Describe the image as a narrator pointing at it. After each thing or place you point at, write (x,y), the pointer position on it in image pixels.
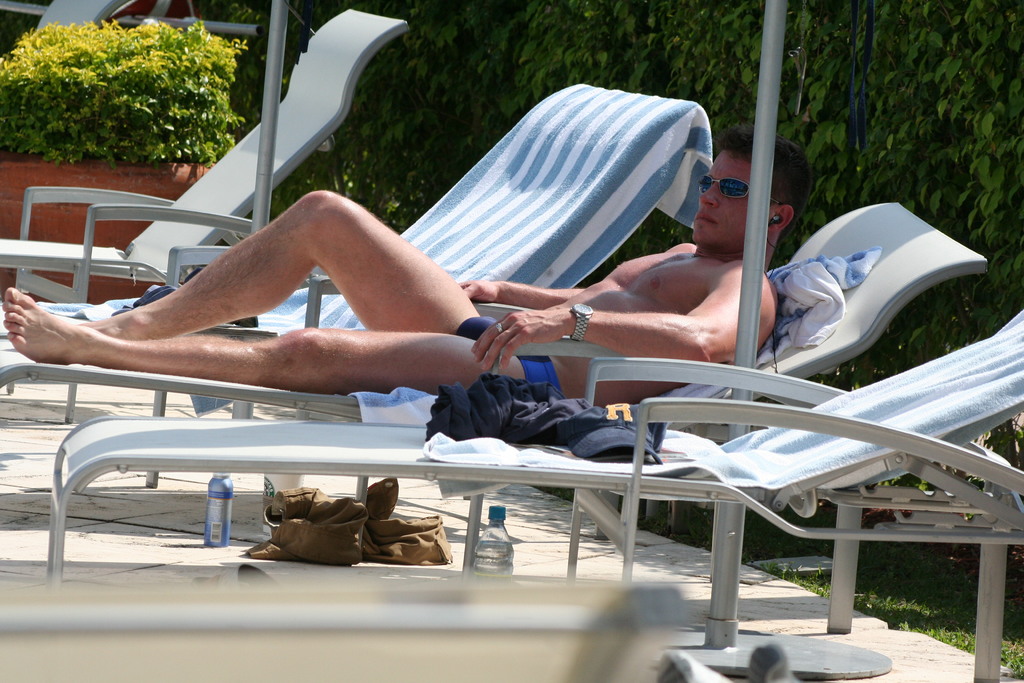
In front of the image there is a beach chair (270,458) with a cloth (541,429) and a cap (622,432). Below the beach chair (467,545) there are bottles (486,538) and also there are few things (281,539) on the floor (410,490). There is a man (719,207) lying on the beach chair (625,363). Beside him there are two beach chairs (250,187) and also there are poles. And in the background (625,63) there are trees (118,36).
